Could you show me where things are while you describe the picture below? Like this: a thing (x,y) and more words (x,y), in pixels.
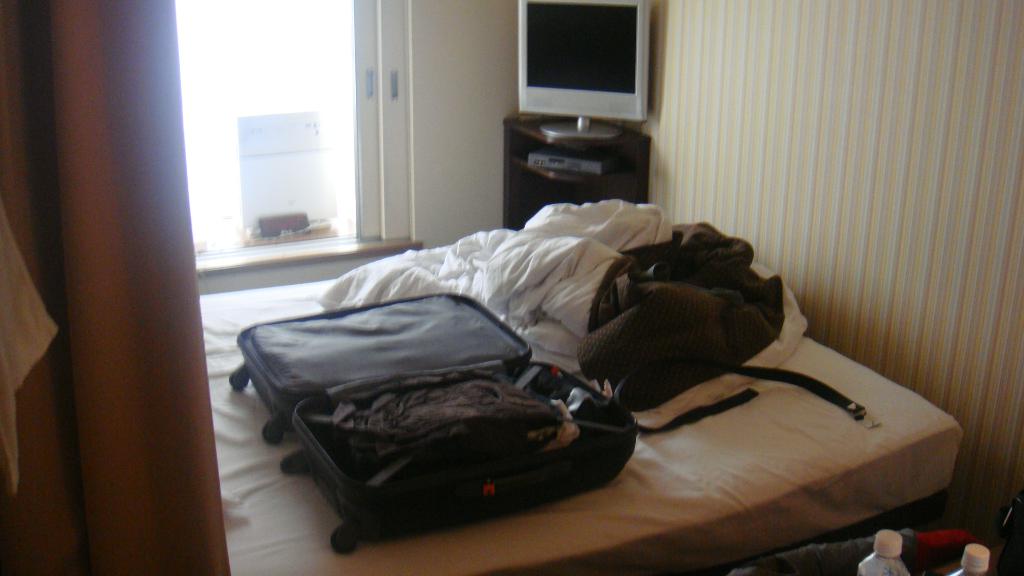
This picture shows bed (784,393) on which some luggage bags (522,384) and clothes (656,315) were placed. In the background (596,91) there is a television (565,76) on the table (516,157) and a wall (466,99) here.
